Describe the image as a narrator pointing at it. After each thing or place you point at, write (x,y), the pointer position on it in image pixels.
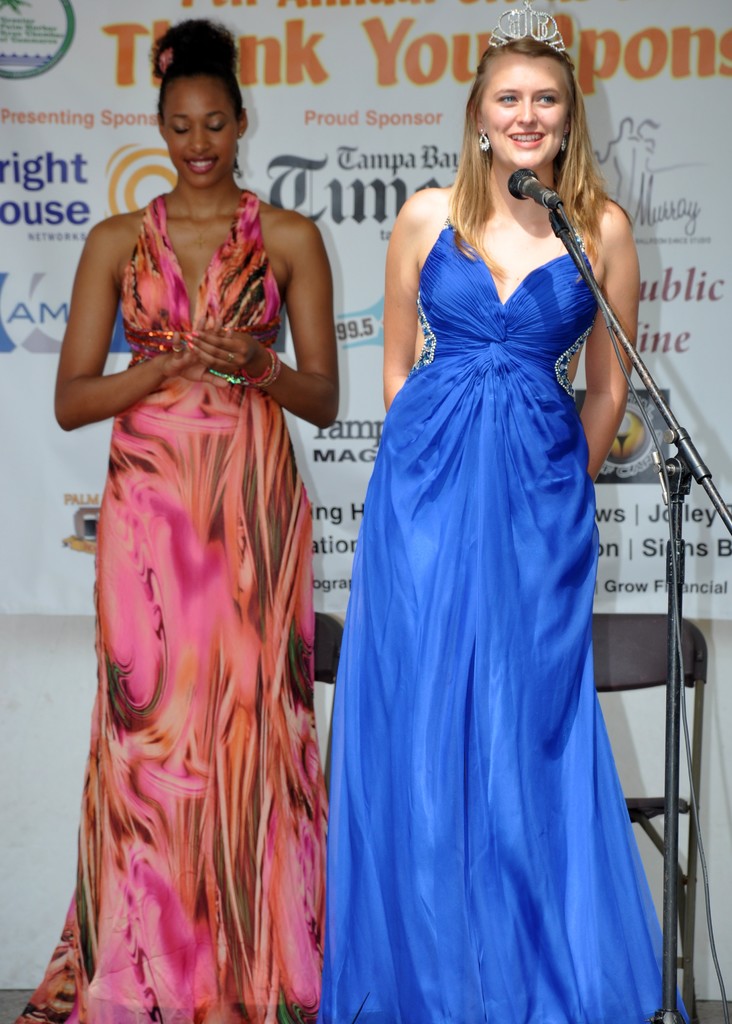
In this image I can see two women (406,299) are standing. I can see one of them is wearing pink dress (144,641) and one is wearing blue. I can also see smile (196,166) on their faces (494,144) and here I can see a crown (515,32) on her head (498,63). I can also see a mic (522,171) and in background (43,499) I can see something is written on white color thing (654,121). I can also see few chairs (611,656) in background (599,654).
